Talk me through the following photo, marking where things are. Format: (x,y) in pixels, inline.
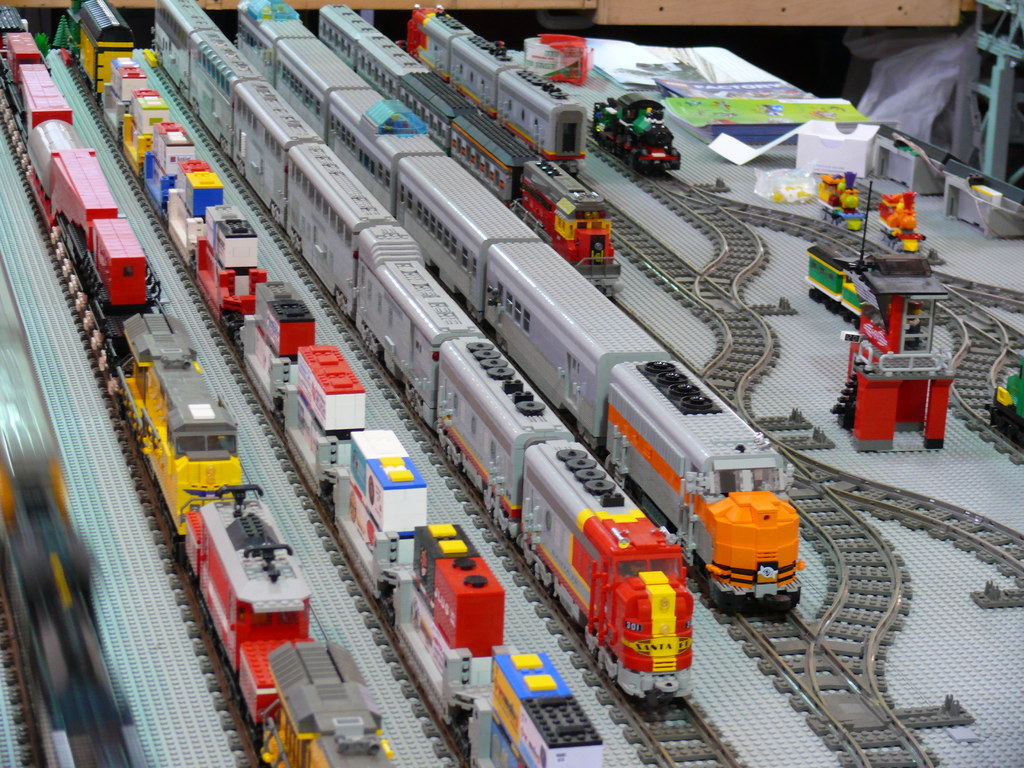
In this picture we can see the toys (202,70), trains (410,360), train tracks (220,664) and few objects (898,162).
